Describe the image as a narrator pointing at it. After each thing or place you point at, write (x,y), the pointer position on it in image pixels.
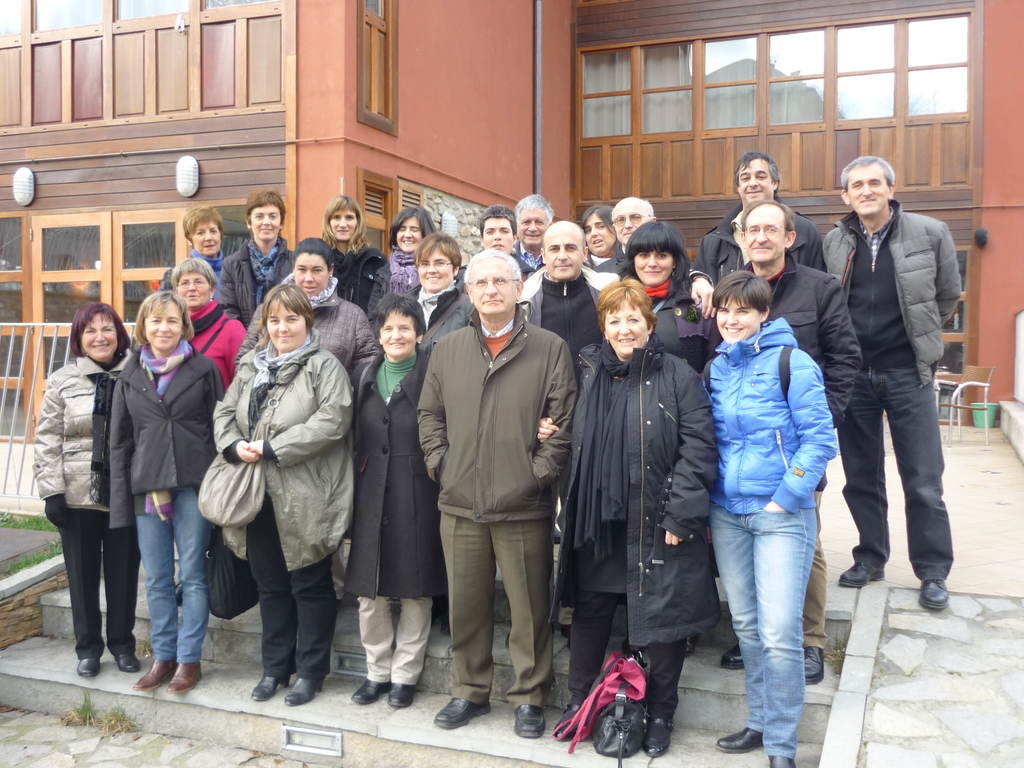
In this image there is a group of people (387,335) standing on stairs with a smile (730,327) on their face (627,336), behind them there is a building (410,106), in front of the building (289,123) there is a chair (951,417) and a trash can (990,406).
